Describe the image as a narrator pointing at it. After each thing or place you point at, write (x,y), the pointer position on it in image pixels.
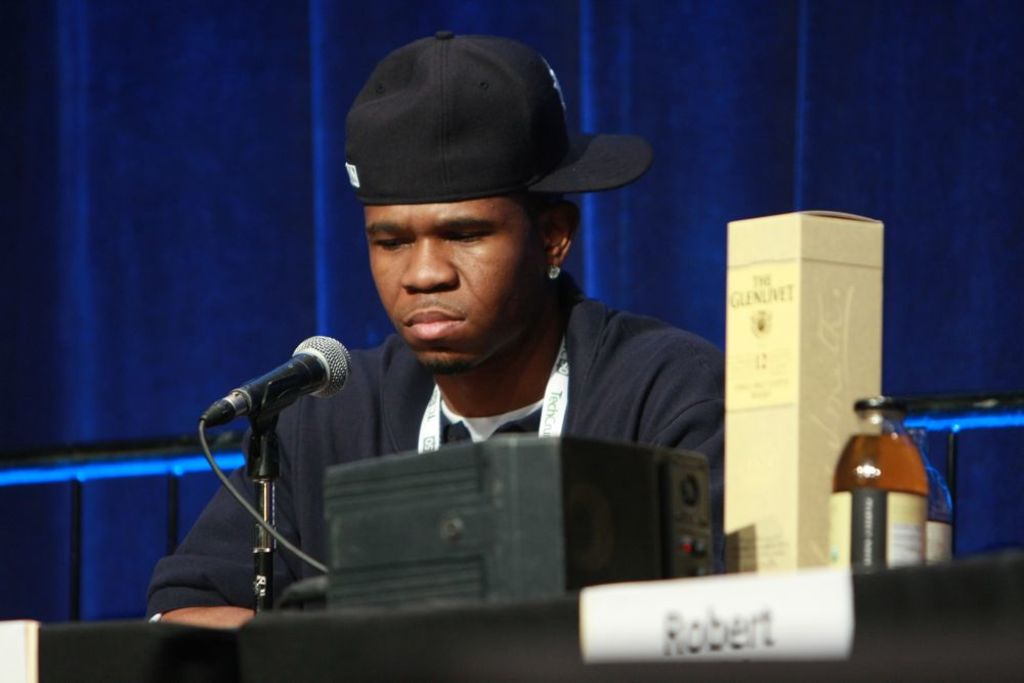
In this picture we can see a man (559,314) is wearing a black cap (574,181), in front of him we can find a microphone (260,472), bottles (870,564), name board (844,599) and some other objects (673,539) on the table (902,631), in the background (76,475) we can see a metal rod (76,469).
